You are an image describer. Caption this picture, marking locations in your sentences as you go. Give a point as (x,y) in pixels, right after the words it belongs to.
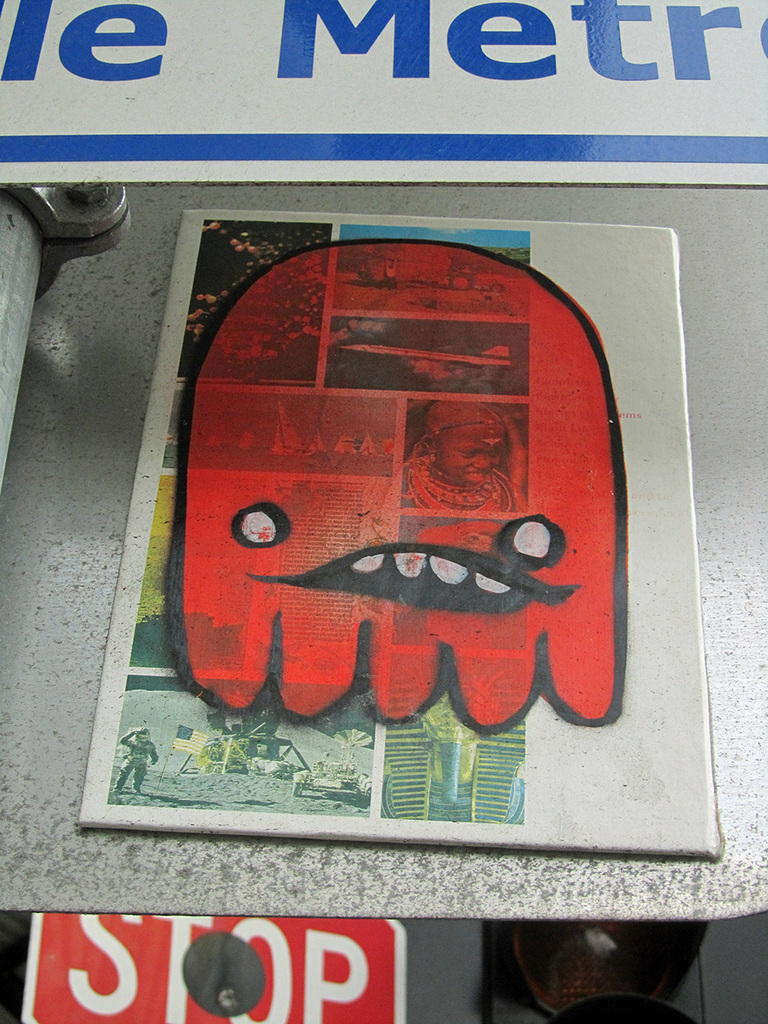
In this image, I can see two boards (404,299) with text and photos (415,781), which are kept on an object (644,865). At the bottom of the image (307,923), there is a signboard (370,980) and a traffic light (499,976).
